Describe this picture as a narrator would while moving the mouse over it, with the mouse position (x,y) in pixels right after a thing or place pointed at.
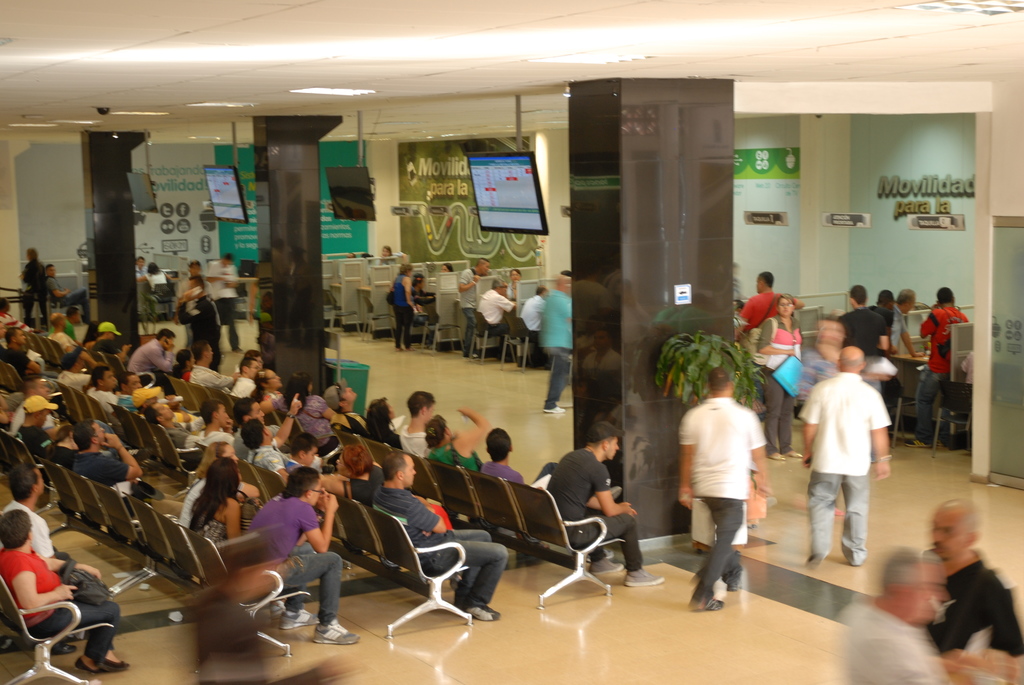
In this picture we can see some people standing and some people (201,416) sitting on chairs (425,473), there are four screens (490,198) here, we can see pillars (705,321) in the middle (667,364), there is a plant (689,364) here, we can see a dustbin (358,372) behind this pillar (301,347), in the background (336,233) there are some hoardings (171,226).
